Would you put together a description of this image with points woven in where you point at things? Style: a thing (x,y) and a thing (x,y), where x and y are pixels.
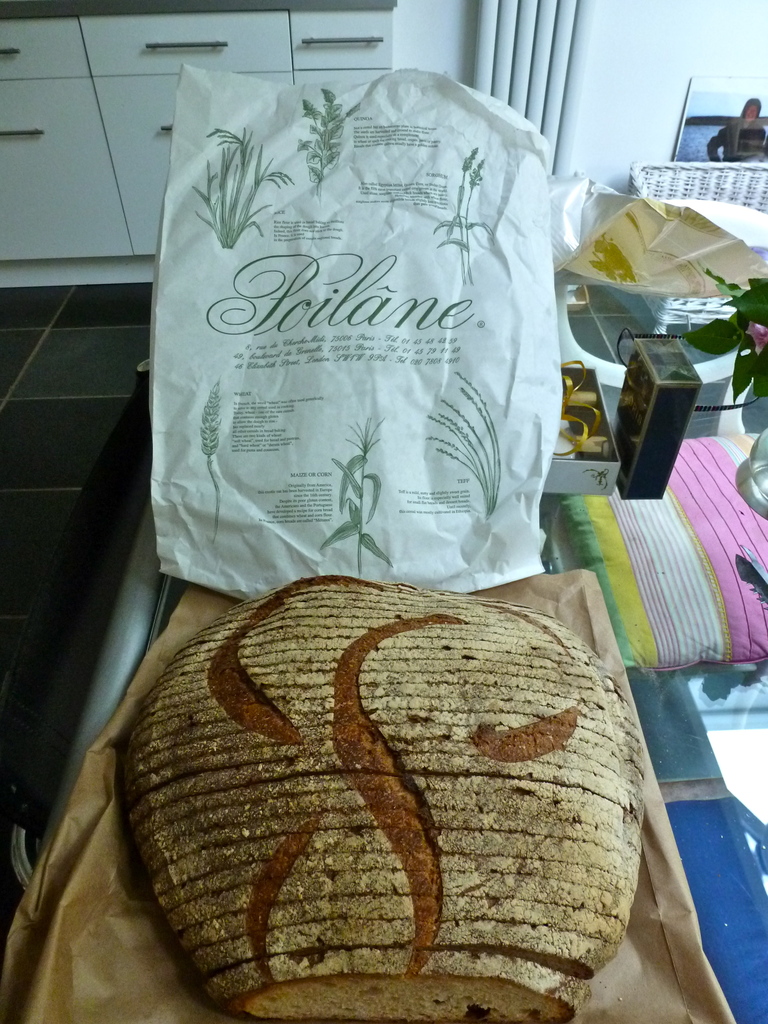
In this image, we can see bags (361,507), covers (472,383), a house plant (744,317) and some other objects (581,420) on the stand (707,431) and in the background (225,60), there is a cupboard (267,49) and we can see a frame (699,147) on the wall (643,117).
